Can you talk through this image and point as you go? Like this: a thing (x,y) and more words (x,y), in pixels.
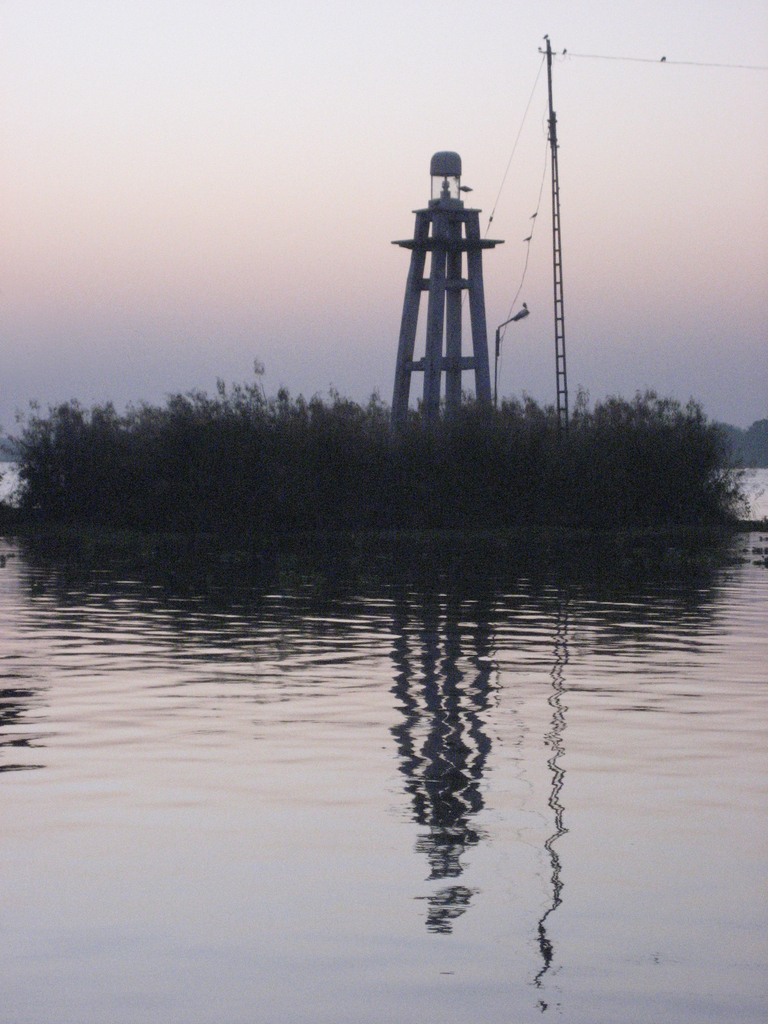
In the center of the image (383,402) there is a tower (450,228) and pole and plants (208,458). At the bottom of the image (207,844) there is water (353,784). In the background (397,170) we can see sky (321,184).
